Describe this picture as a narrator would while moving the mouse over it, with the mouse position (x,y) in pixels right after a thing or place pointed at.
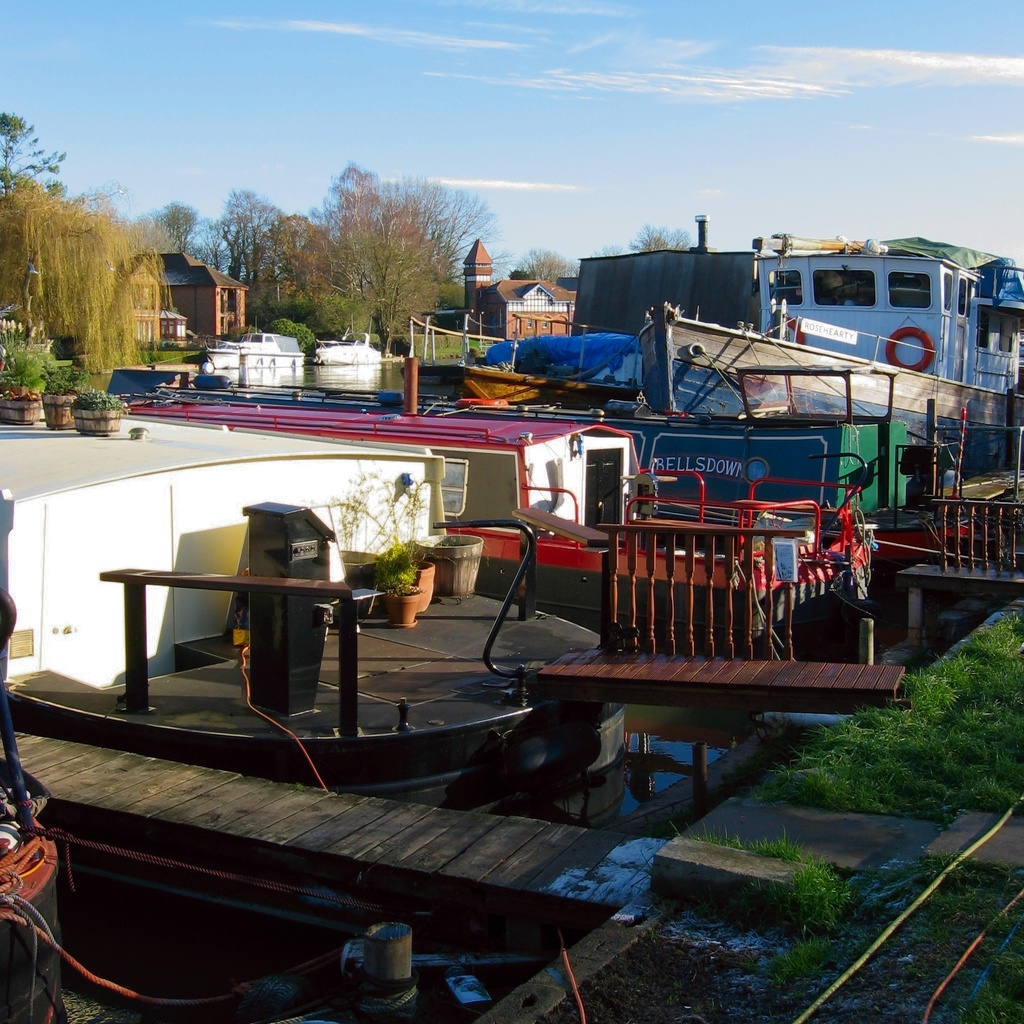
In this picture I can see boats (450,509) on the water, there are plants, trees (249,278), houses (231,281), grass (918,746), wooden pier (445,864) and some other items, and in the background (645,167) there is sky (730,76).
